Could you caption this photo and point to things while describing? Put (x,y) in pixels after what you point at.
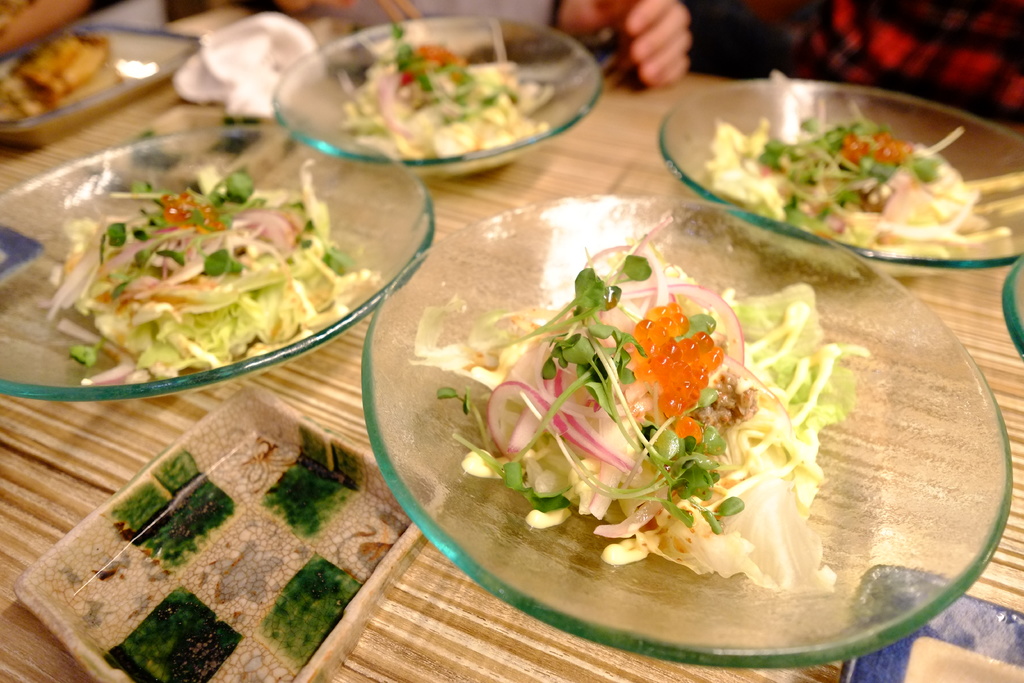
In this picture we can see some food (379,89) in few plates (564,274). There is a tray (237,646) and a cloth (224,81) on the table (495,677). We can see a person (347,2) in the background (876,5).
